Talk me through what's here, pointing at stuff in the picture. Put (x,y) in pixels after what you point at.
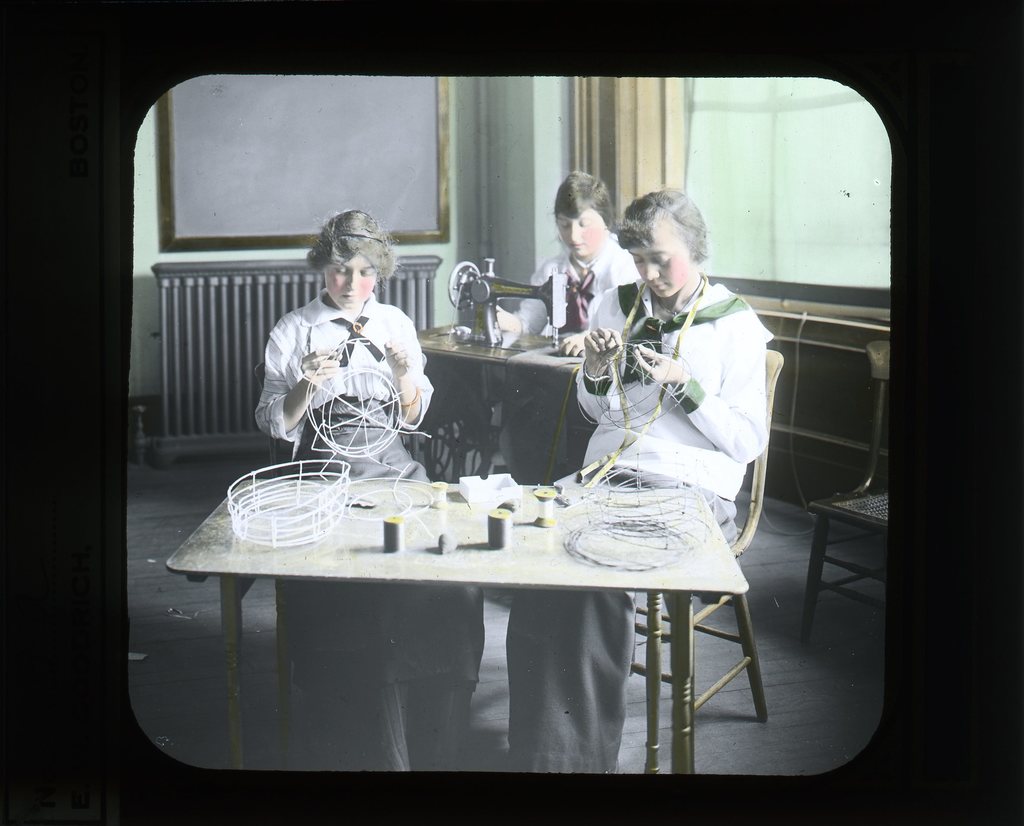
This image looks like a coloured photo. There are three women (663,367) sitting on the chairs (754,519). This is a table (358,565) with some objects (502,542) on it. Here is another person (587,203) sitting and stitching. This is the sewing machine (473,329). This is the frame (162,170) attached to the wall (153,216). I think this is the window frame (645,135).
